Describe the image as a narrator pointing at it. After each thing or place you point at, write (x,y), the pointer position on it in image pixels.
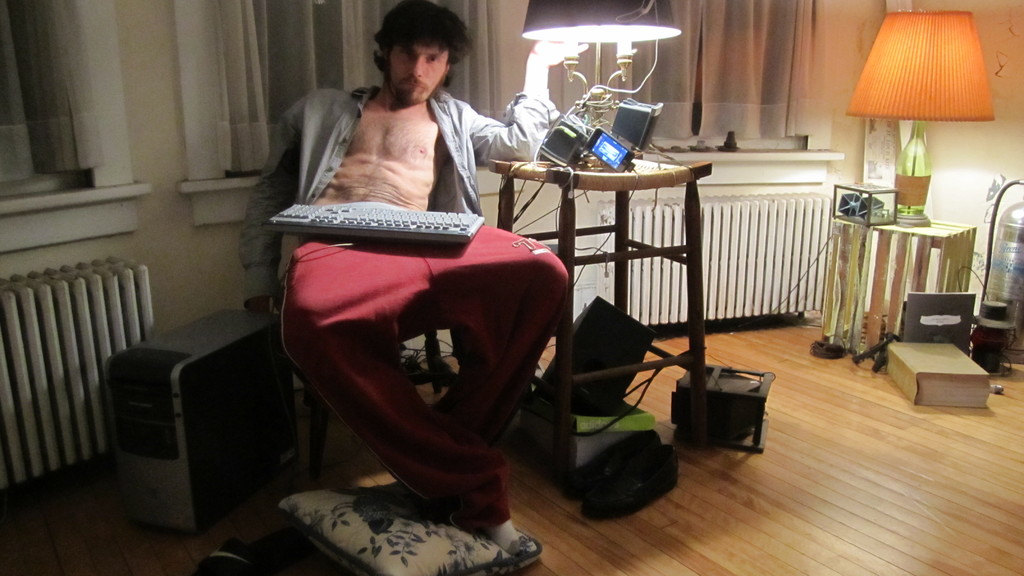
In this picture we can see a man (407,390) who is sitting on the chair (316,457). This is table (689,294). On the table (614,228) there is a lamp (609,98) and these are the cables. This is floor (869,498) and There is a pillow (382,532). Here we can see a curtain (798,90) and this is wall (1012,92).
